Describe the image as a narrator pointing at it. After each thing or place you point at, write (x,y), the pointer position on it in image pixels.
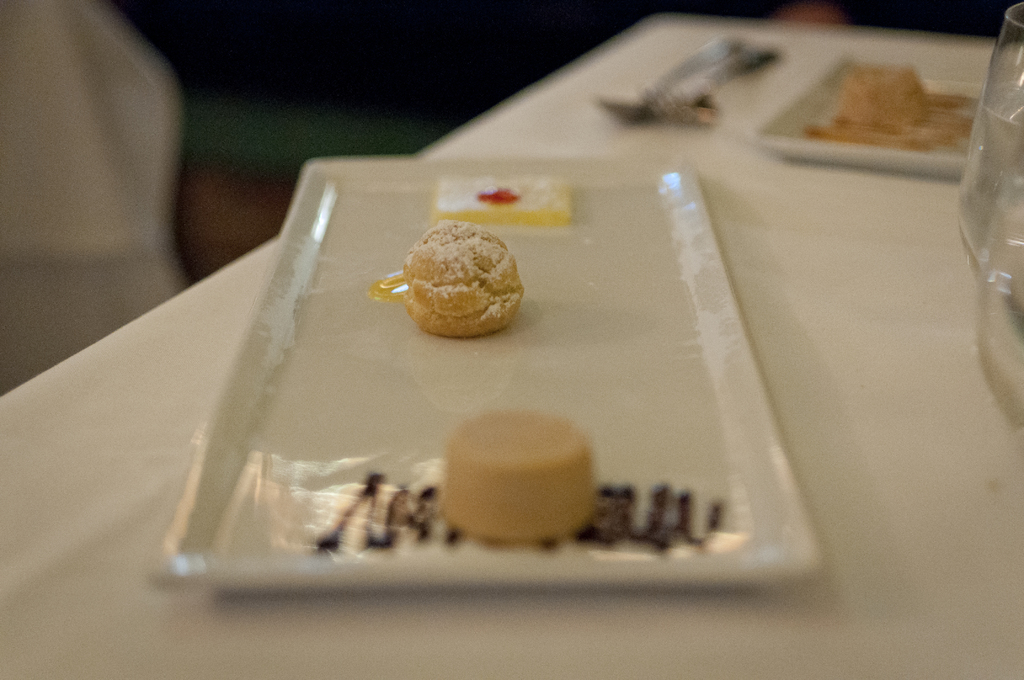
In this image there are food items (451,334) present in the white plate (626,409) on the table (864,350) and on the table (677,137) we can see spoons (680,64), glasses (1009,234) and also another plate (817,114).
